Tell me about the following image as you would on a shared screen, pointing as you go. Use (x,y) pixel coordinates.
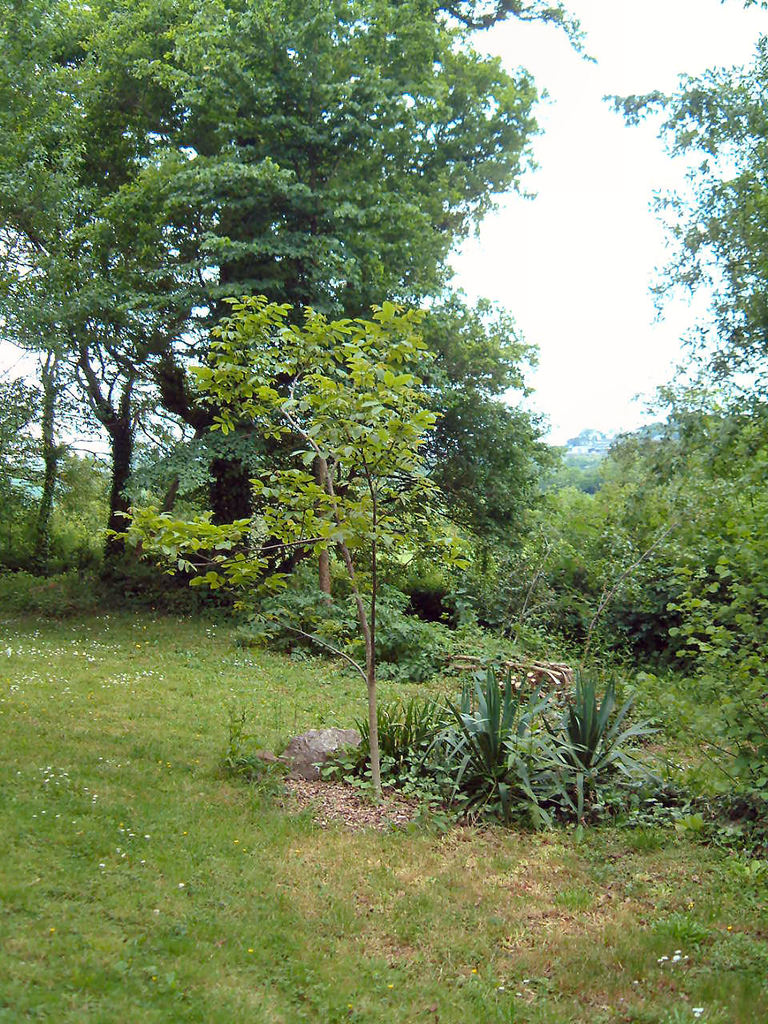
In this image there are plants (508,564) and grass (216,824) on the ground (228,837). In the background (242,273) there are trees (268,467). At the top (555,211) there is the sky (569,187).
